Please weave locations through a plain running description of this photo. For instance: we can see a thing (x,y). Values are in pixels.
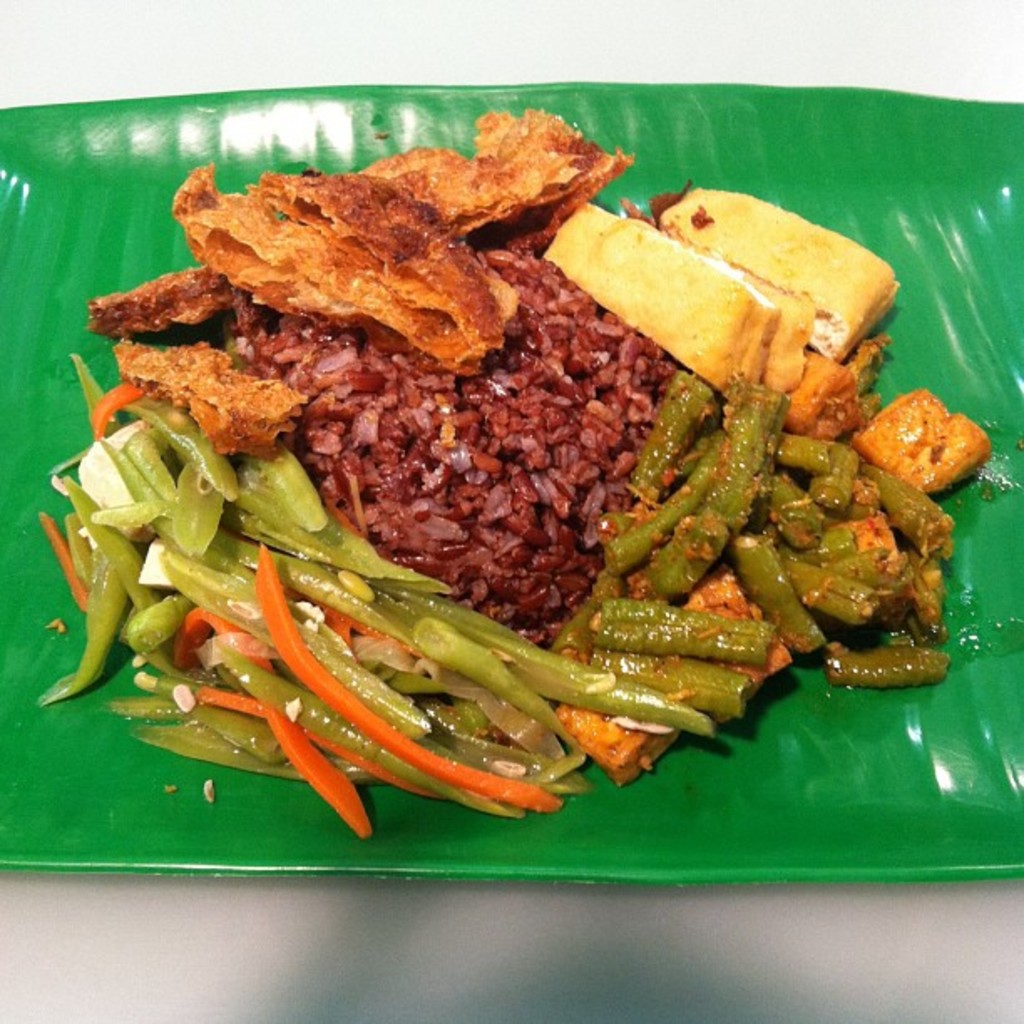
In the image we can see there are food items (491,513) kept on the banana leaf (956,792).
